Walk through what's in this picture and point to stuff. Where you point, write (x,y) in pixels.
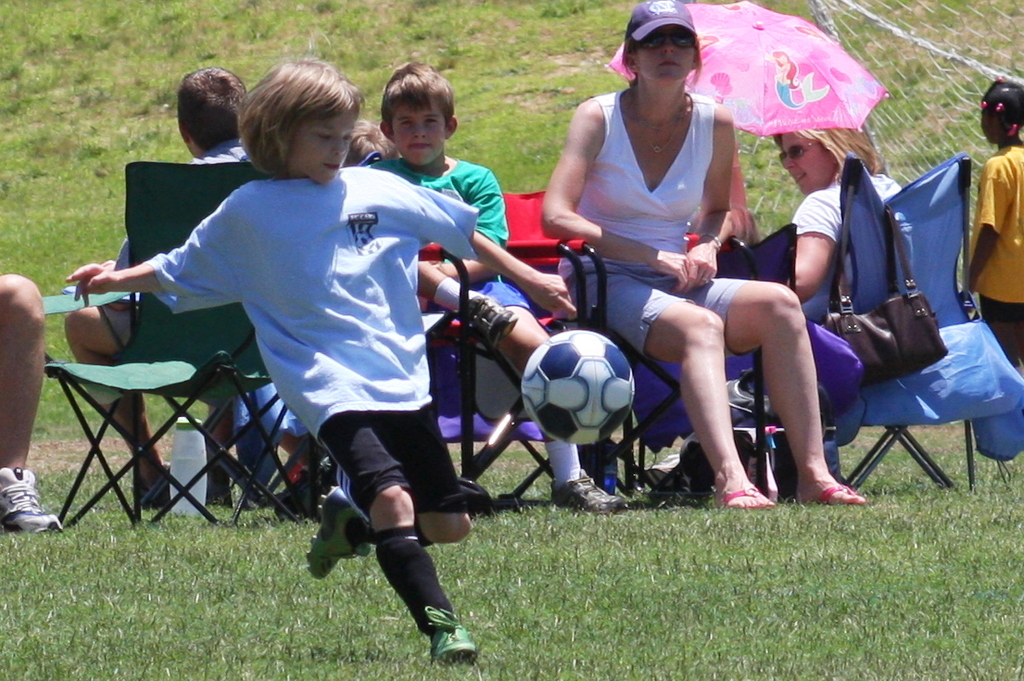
In this image there some people (700,367) who are sitting in front of the image there is one boy (357,370) who is running towards ball (555,356) and some grass (448,575) is there on the bottom of the image (507,597) in the middle of the image (678,272) there is one woman (658,174) who is sitting on a chair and she is wearing a cap (667,15) and goggles (672,41) and she is wearing a white shirt (647,188) and on the right side (904,260) there is one chair (924,271) and hand bag (905,335) is there on the chair (929,214).
